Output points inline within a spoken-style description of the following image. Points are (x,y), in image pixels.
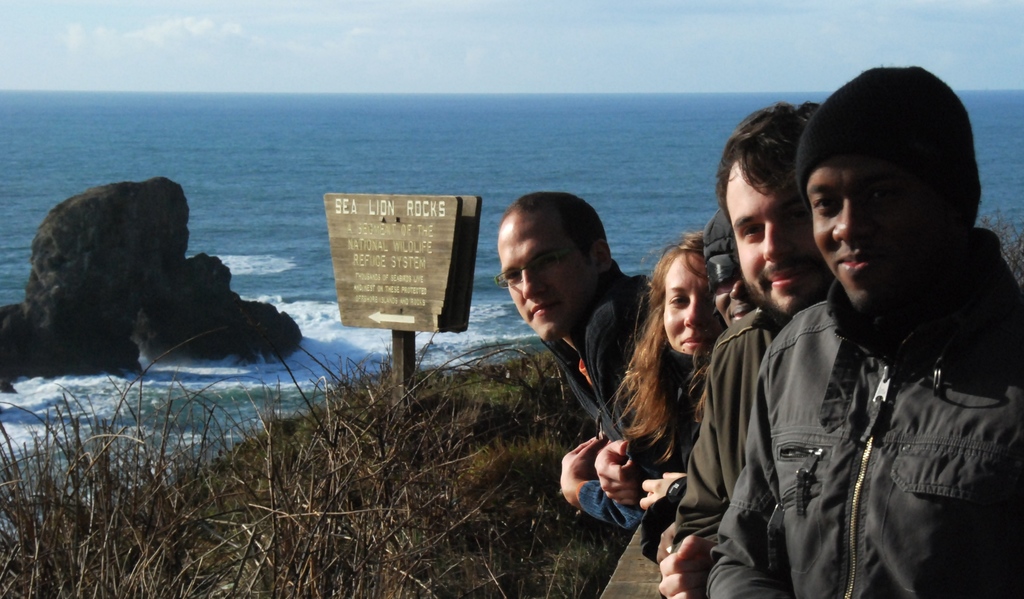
In this image we can see people (741,446) standing and smiling. In the background (277,159) there are rocks (201,314), sea (238,211), sign boards (372,279), grass (450,375) and sky (310,49) with clouds (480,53).
